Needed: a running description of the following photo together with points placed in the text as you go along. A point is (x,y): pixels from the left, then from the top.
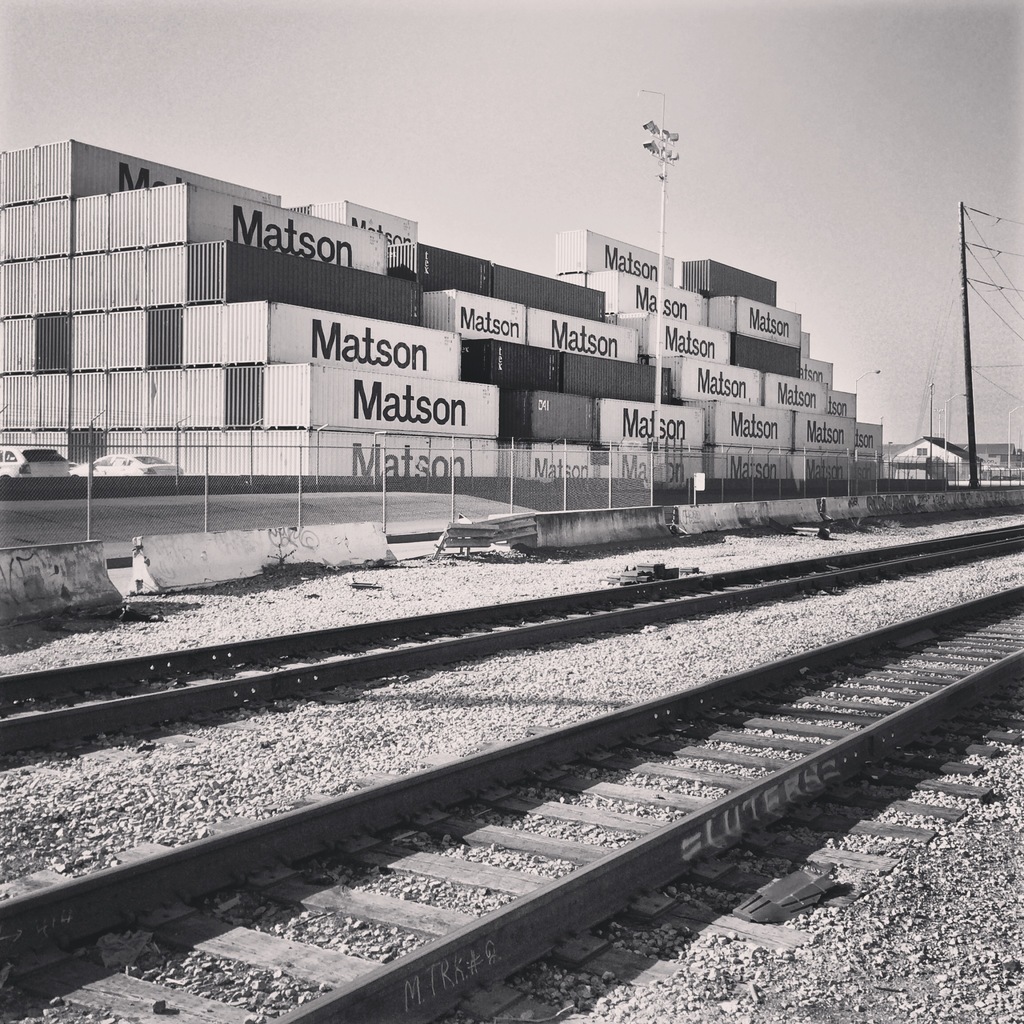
In this image at the bottom (456,831) there is a railway track (556,880), and some sand (927,896). And in the background (266,450) there are some containers (621,406), and on the containers (673,442) there is some text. And there is a railing (207,479), vehicles (59,458), poles (974,452), wires (1002,268), houses (947,472), and some objects (750,511) and walkway (197,523). At the top (574,203) there is sky (442,158).
